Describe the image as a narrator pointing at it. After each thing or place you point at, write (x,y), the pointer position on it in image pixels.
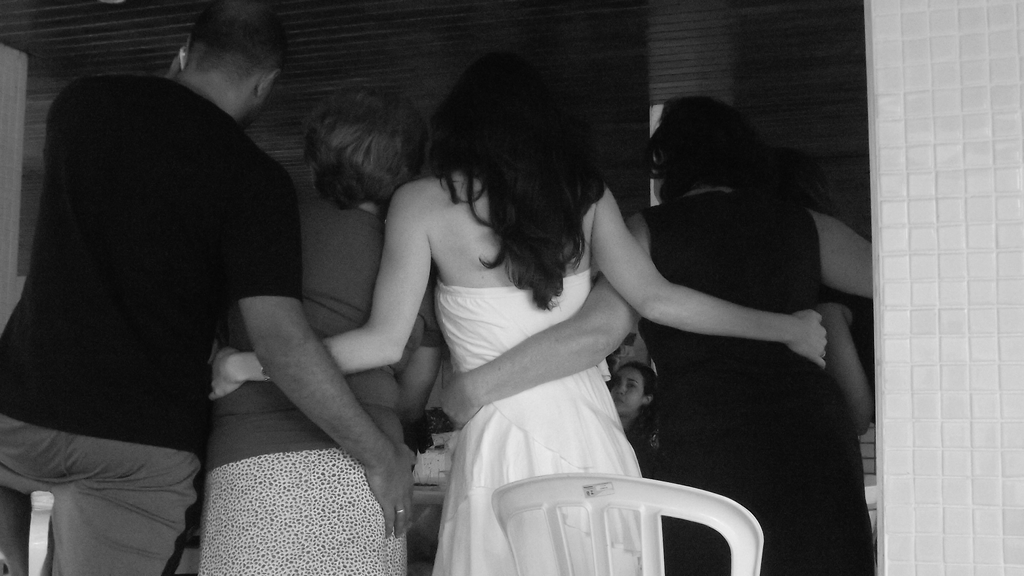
In this image in front (719,516) there is a chair (702,517). Behind the chair (520,487) there are four people (415,305) facing backward. In front of them there is a table (444,486). On top of it there are a few objects (440,421). There is a person (621,372). In the background of the image (655,119) there is a wall (572,40).
